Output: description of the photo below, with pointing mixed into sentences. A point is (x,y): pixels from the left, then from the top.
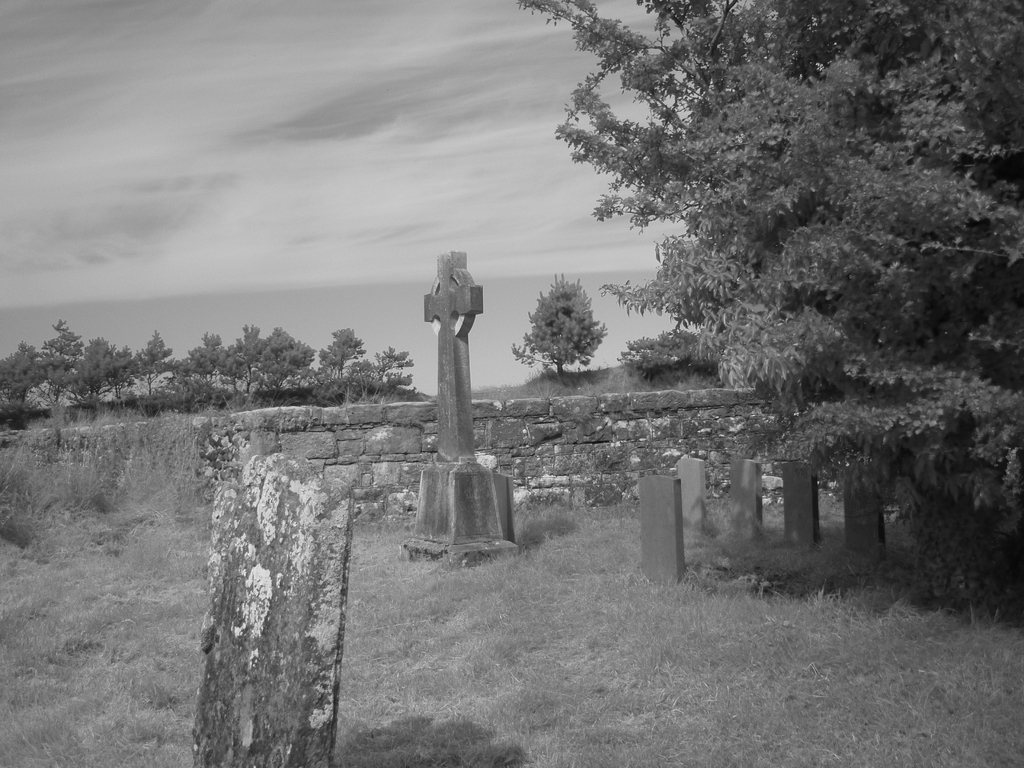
This picture is clicked outside. In the center (449,397) we can see a sculpture (438,468) and some other objects (859,556) and we can see the grass (666,623). In the background (673,146) we can see the sky (160,235), trees (321,376), stonewall (602,422) and some other objects (746,491).
